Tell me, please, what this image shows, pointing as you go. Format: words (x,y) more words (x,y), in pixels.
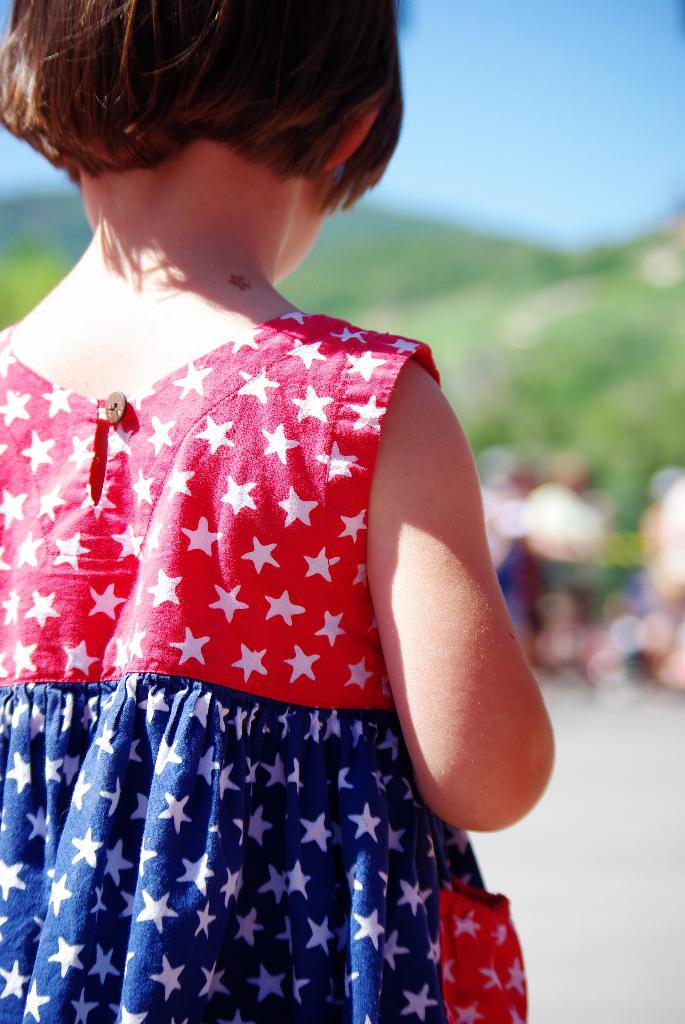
In picture there is a girl (177,511) who is wearing red and blue color dress (262,664). In the back (673,674) it might be the persons (567,517) who are standing on the road (609,771). In the background (438,250) I can see the mountains (466,316) and trees (608,414). In the top right corner (535,138) I can see the sky (529,95).
